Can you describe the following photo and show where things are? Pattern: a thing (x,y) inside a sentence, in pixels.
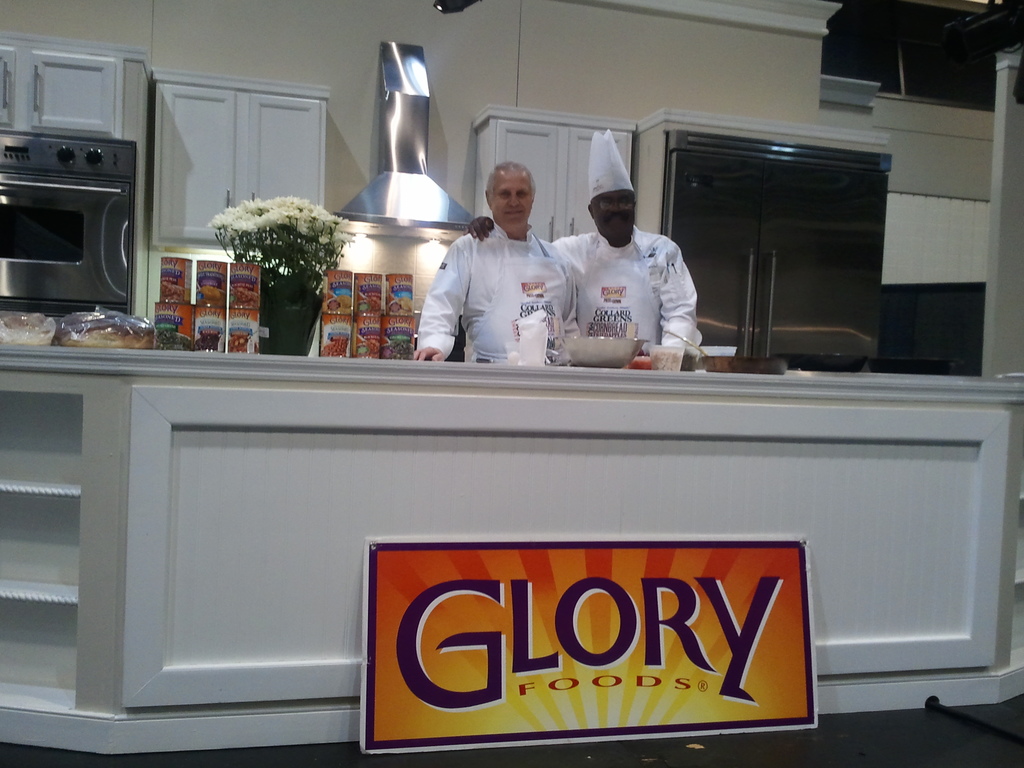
In this image there is a counter (960,537) on that counter (818,586) there is some text (521,629), behind the counter (202,357) there are two chefs (560,286), on that counter (347,359) there are food items (322,348) and pot (298,297), in the background (105,196) there is micro oven (130,195) and shelves (487,131).
